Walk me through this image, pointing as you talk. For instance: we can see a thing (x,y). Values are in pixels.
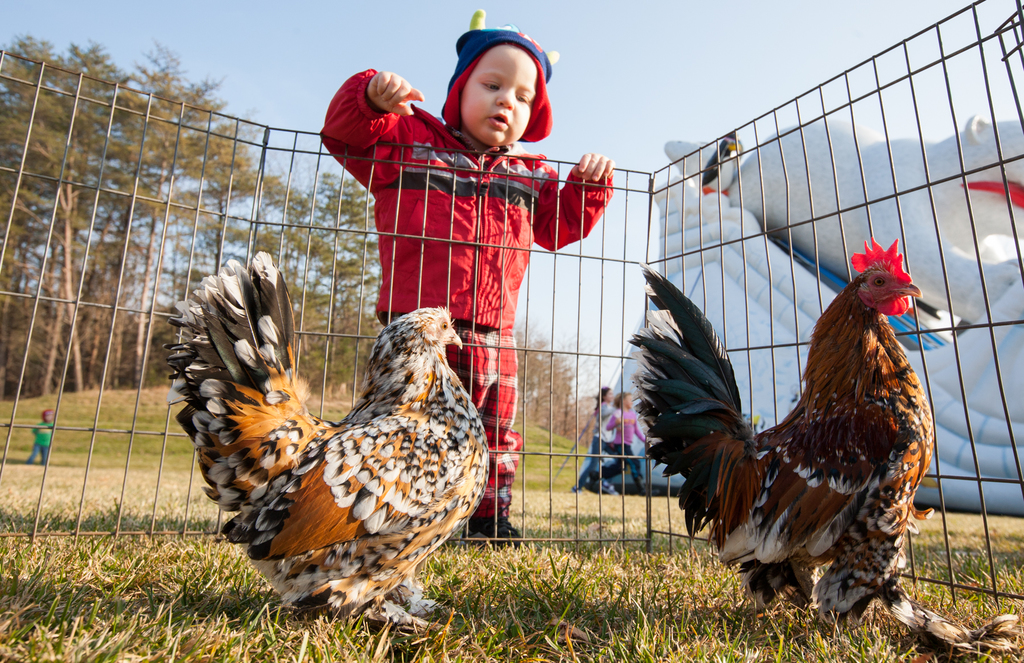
In this image there are a hen (232,311) and a rooster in a cage (332,292), beside the cage (231,217) there is a kid (386,138) standing. In the background of the image (214,174) there are a few people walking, beside them there is an inflatable (885,211), behind them there are trees (113,270).
